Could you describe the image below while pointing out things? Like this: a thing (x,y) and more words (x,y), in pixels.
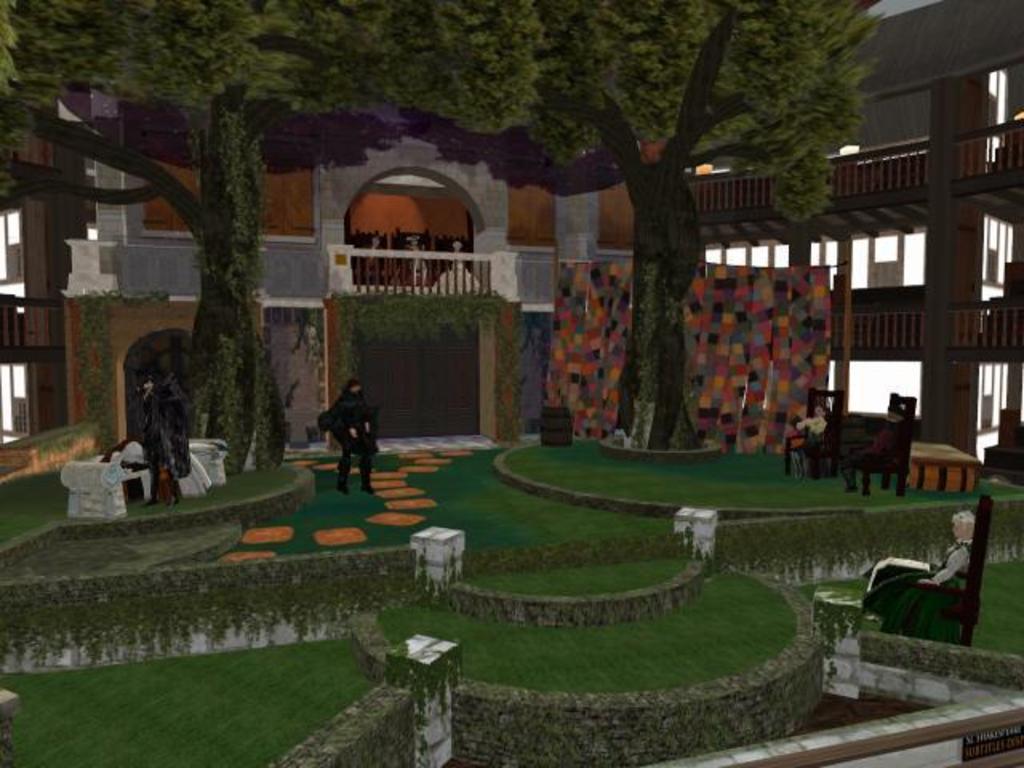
This is an animated picture, in this picture there are few trees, chairs (433,248), persons (861,443), walls (817,521) and grass (654,571). In the background (504,303), we can see a building (479,216).
